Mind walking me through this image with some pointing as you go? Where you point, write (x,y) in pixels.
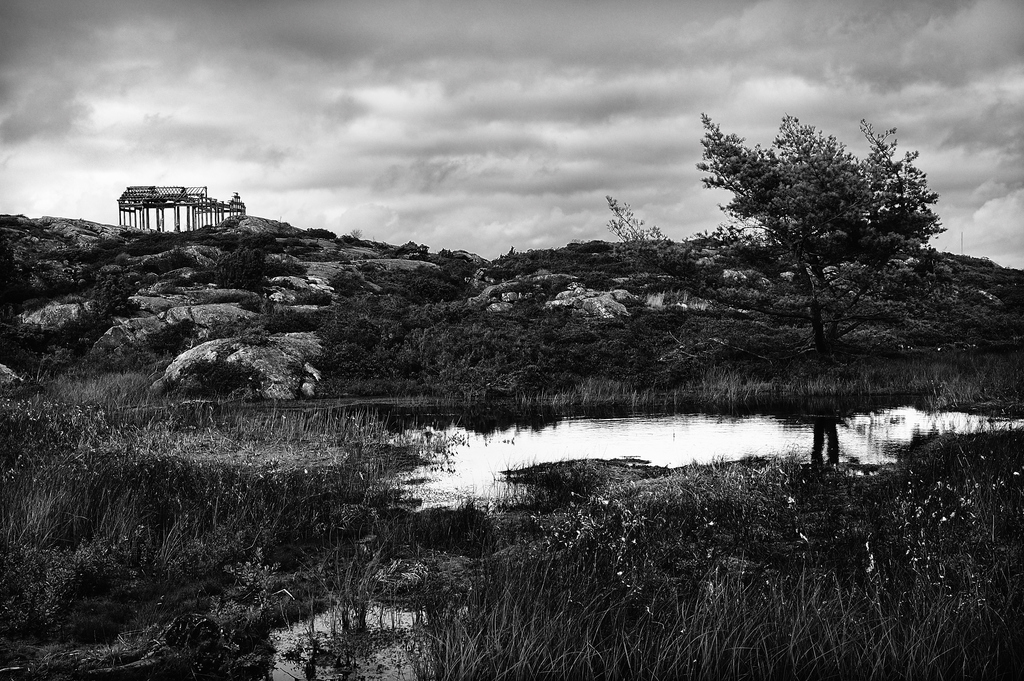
In the background (526,64) we can see the sky (443,64) arch (168,206) with wooden poles (171,189). In this picture we can see the rocks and the thicket (641,339). We can see the plants (922,386), water (739,427) and the grass (783,559). On the right side of the picture (709,127) we can see a tree (814,151).
